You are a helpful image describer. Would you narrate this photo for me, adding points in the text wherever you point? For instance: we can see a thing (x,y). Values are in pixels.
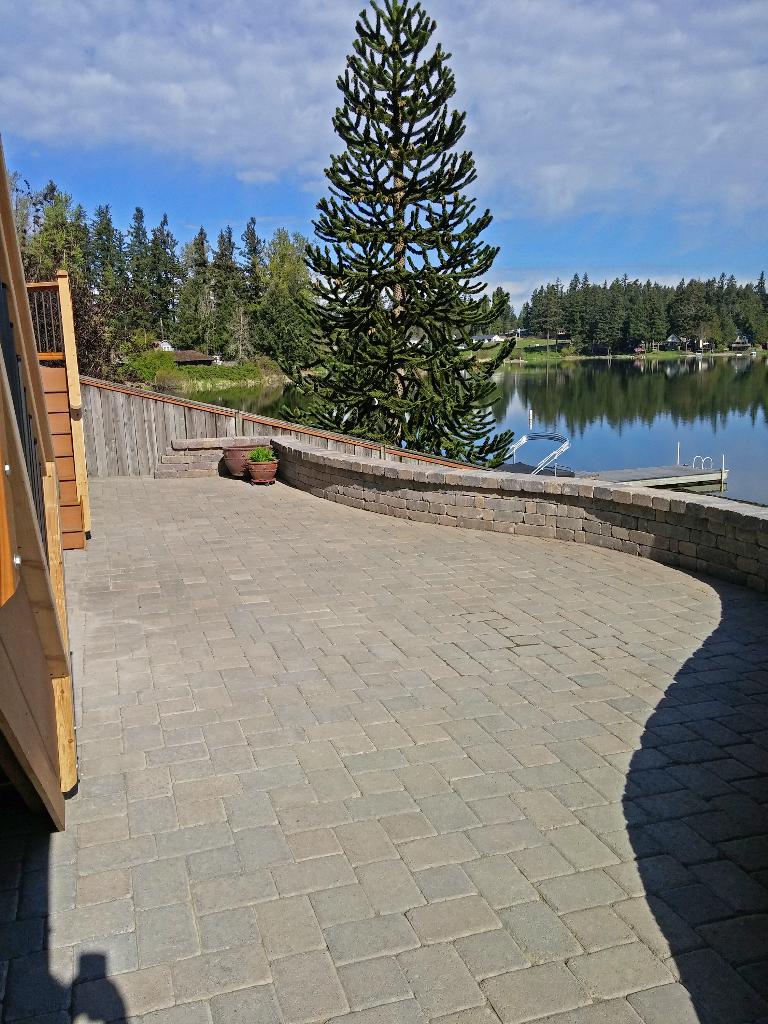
In the center of the image (500,524) there is a wall (490,527) and plant pots (250,468). On the left side of the image (67,505), we can see wooden staircases (69,444) and fences (33,410). In the background (249,138), we can see the sky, clouds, trees (435,398), poles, water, buildings (170,344) etc.
